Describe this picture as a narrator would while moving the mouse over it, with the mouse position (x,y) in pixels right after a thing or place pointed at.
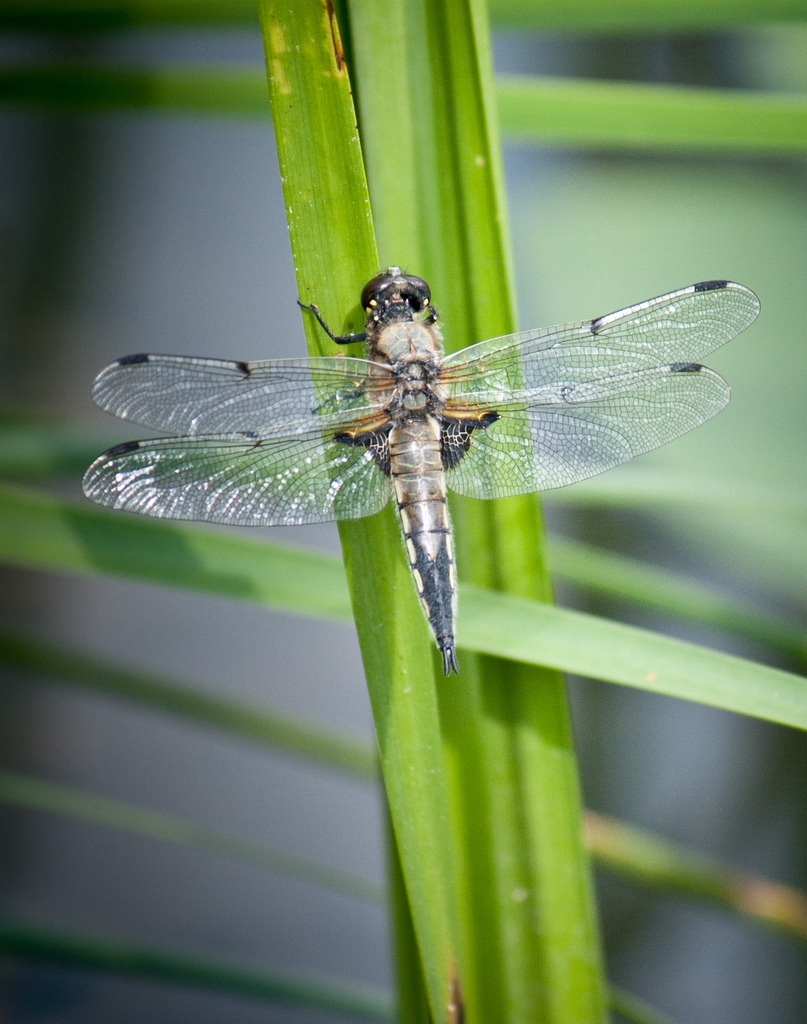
This image is taken outdoors. In this image the background (195,796) is a little blurred. There are a few leaves (641,109). In the middle of the image (411,378) there is a dragonfly (427,403) on the green leaf (376,193).
